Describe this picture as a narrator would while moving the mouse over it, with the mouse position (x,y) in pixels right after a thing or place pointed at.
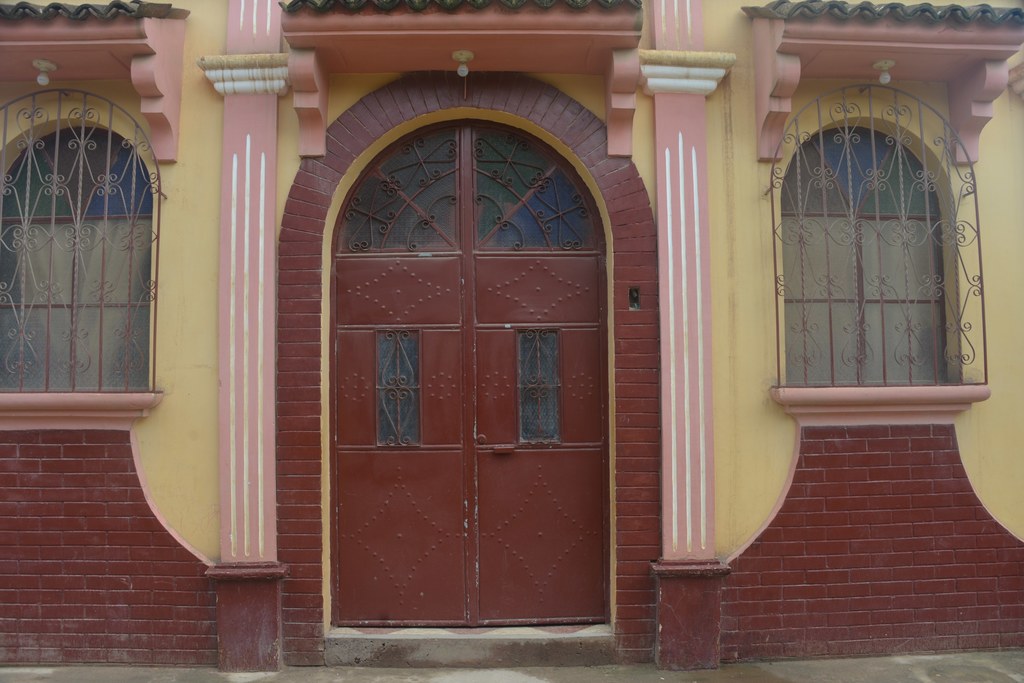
In this image, we can see a building (246,267) and there are windows (95,211) and doors (406,231). At the top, there are lights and at the bottom (606,670), there is a road (768,670).
